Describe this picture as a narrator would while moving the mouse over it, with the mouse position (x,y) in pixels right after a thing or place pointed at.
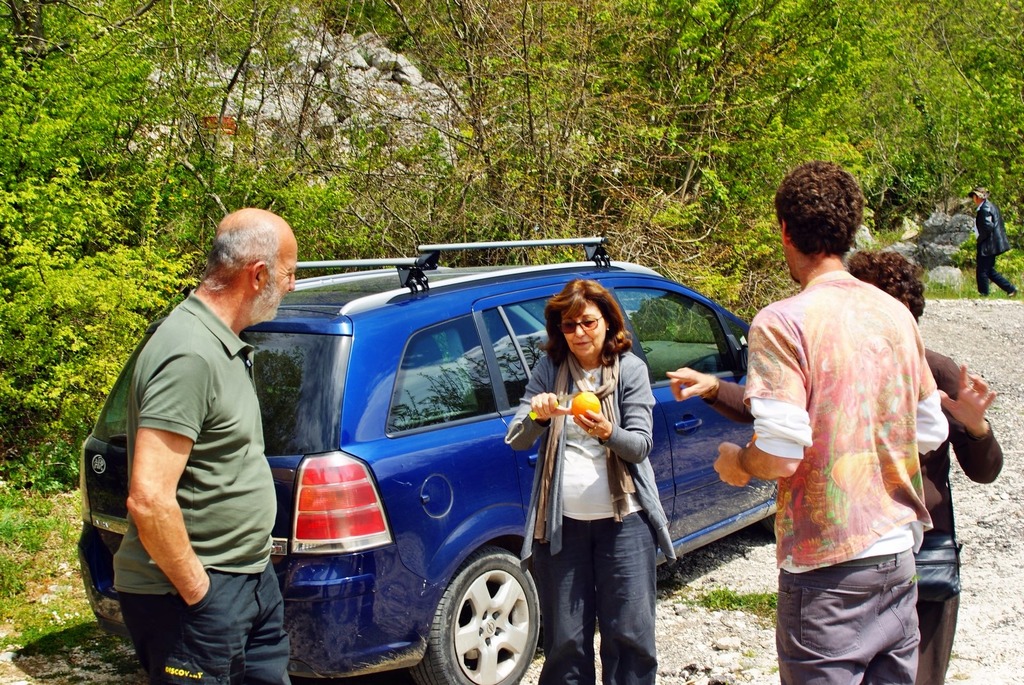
In this image, there are a few people (165,329), trees (704,166), plants (758,171), stones (434,161). We can see the ground (766,606) and a vehicle (360,608).
